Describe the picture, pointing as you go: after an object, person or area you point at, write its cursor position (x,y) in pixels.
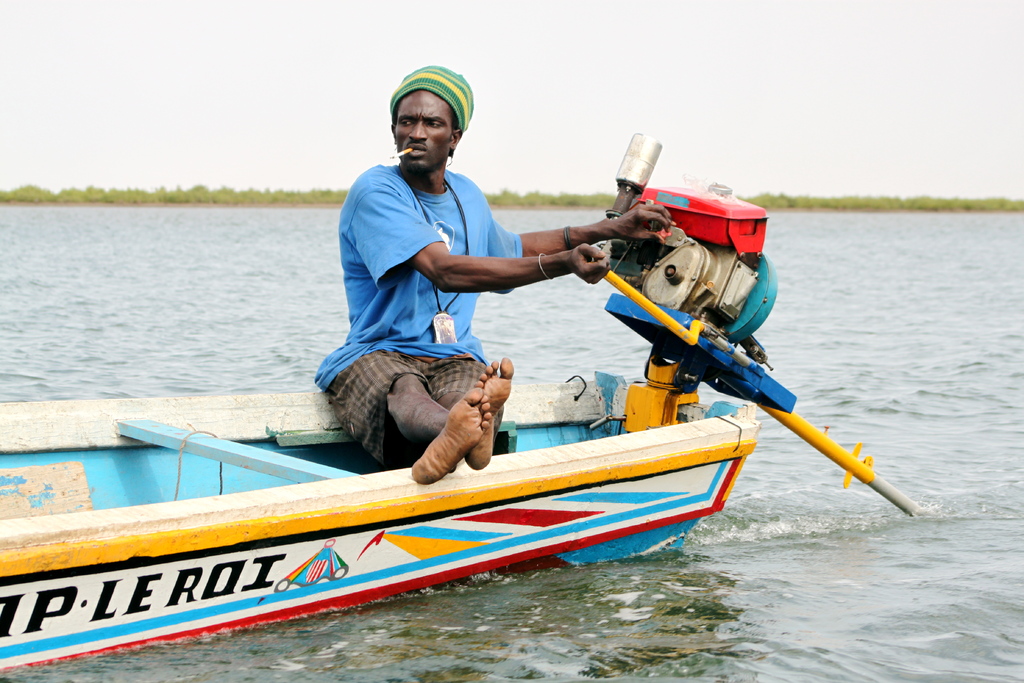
In this picture there is a man (359,387) sitting on a boat (515,401) and smoking and holding a machine (627,264). We can see water (459,616). In the background of the image (237,175) we can see trees (187,197) and sky (763,127).
